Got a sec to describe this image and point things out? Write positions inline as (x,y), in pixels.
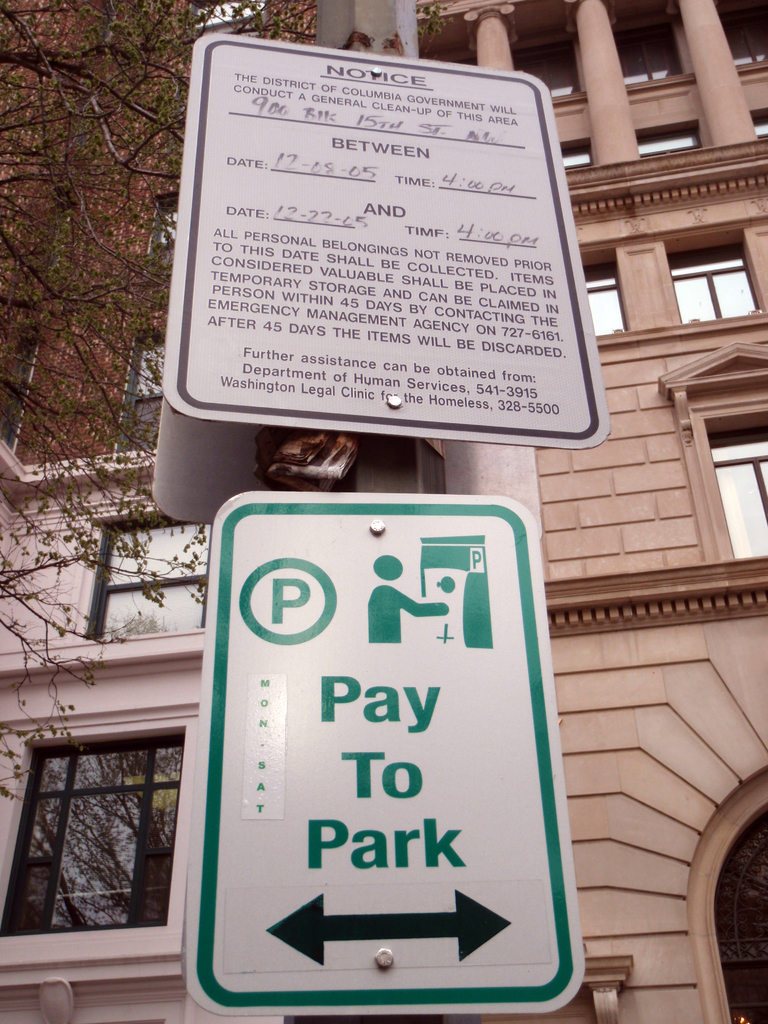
There is a sign board (390,639) and a notice (447,309) on a pole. On the left side (79,229) there is a tree (107,232). In the back (668,559) there is a building (668,608) with windows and pillars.
